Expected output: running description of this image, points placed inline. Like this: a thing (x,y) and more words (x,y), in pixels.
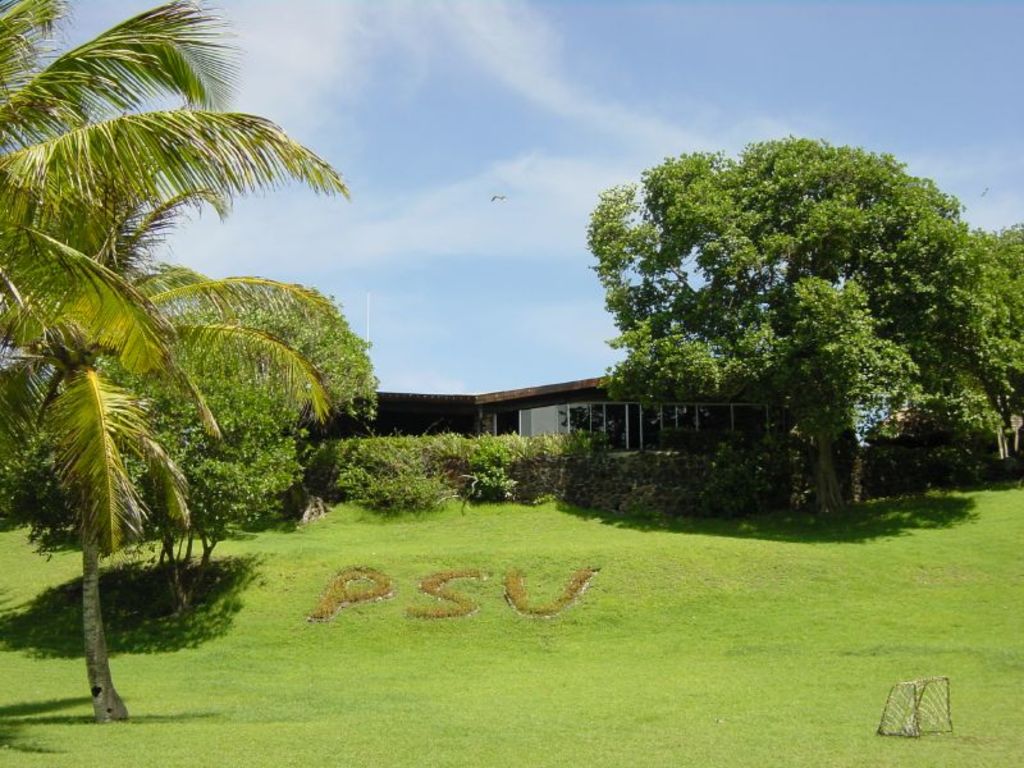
In this image we can see a house (560,416), trees (371,407), plants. At the bottom of the image (482,685) there is grass (468,680). At the top of the image (709,100) there is sky (507,87) and clouds (344,84).
